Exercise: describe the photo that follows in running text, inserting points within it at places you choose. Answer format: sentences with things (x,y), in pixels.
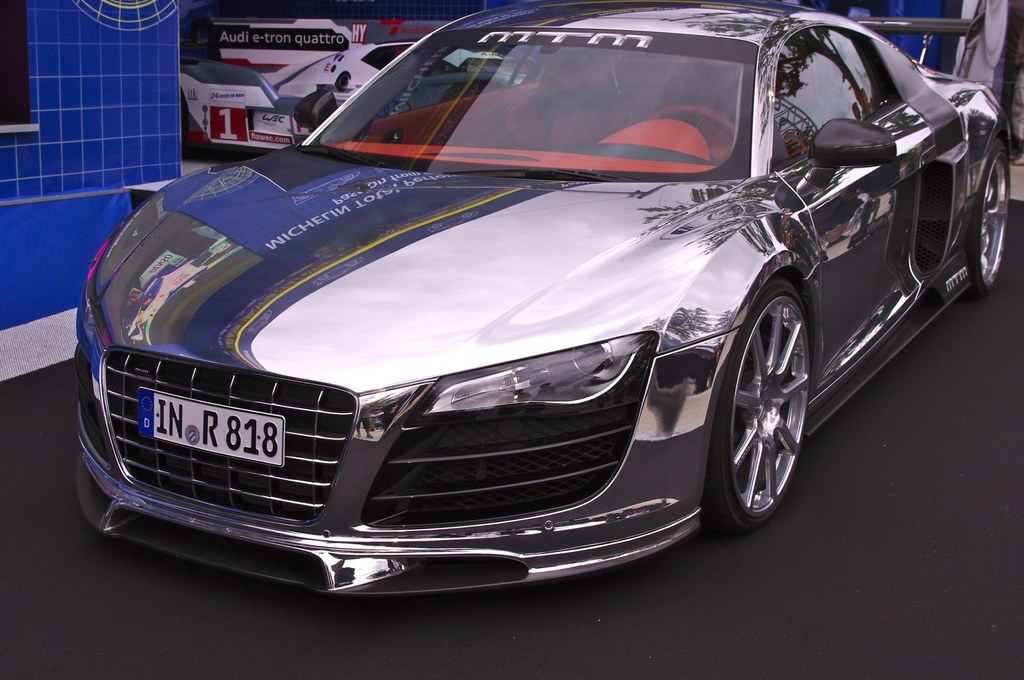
In this image at front (242,289) there is a car (636,288) parked on the surface (933,521) of the mat (826,520).
